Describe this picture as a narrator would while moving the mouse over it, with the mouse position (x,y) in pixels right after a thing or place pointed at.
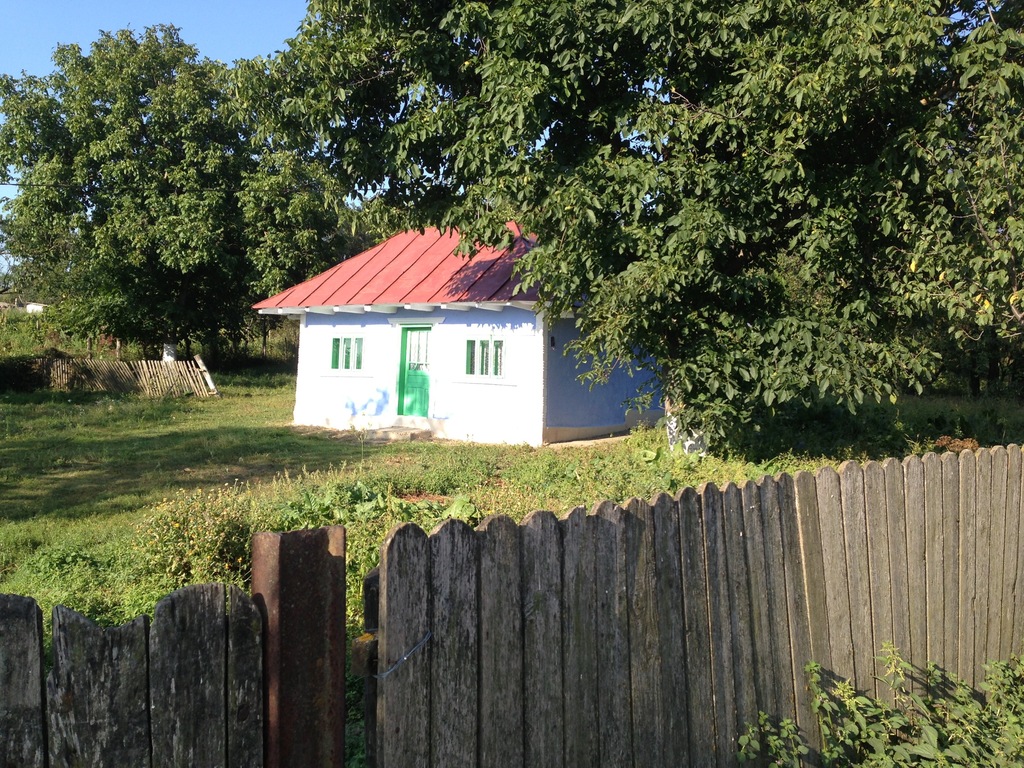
In this image we can see a house (409,373), fence (130,366), trees (472,197), grass (136,419) and other objects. In the background of the image (30,5) there is the sky (30,5). At the bottom of the image (652,571) there is the fence (622,638) and plants (952,763).
